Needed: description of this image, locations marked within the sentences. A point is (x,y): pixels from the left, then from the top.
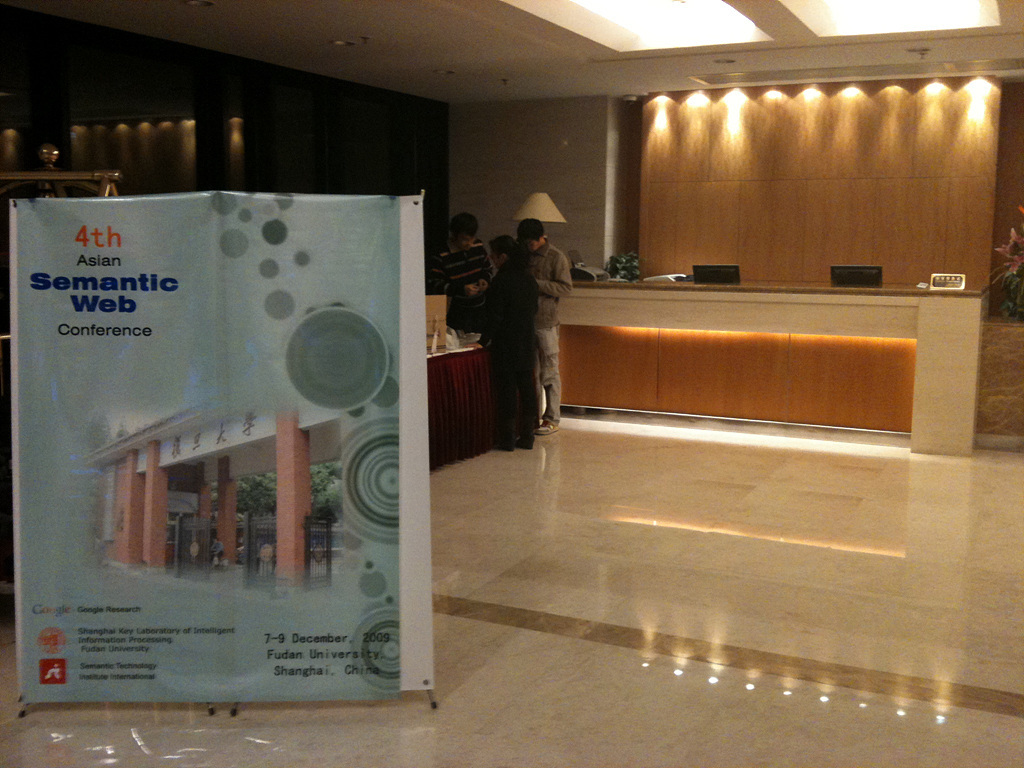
In this picture I can observe a flex (240,388) on the left side (229,425). There is some text (112,298) in the flex (132,504). In the middle of the picture (481,269) there are three members (514,331) standing near the desk (576,328). In the background (648,163) there is a wall (627,156).
